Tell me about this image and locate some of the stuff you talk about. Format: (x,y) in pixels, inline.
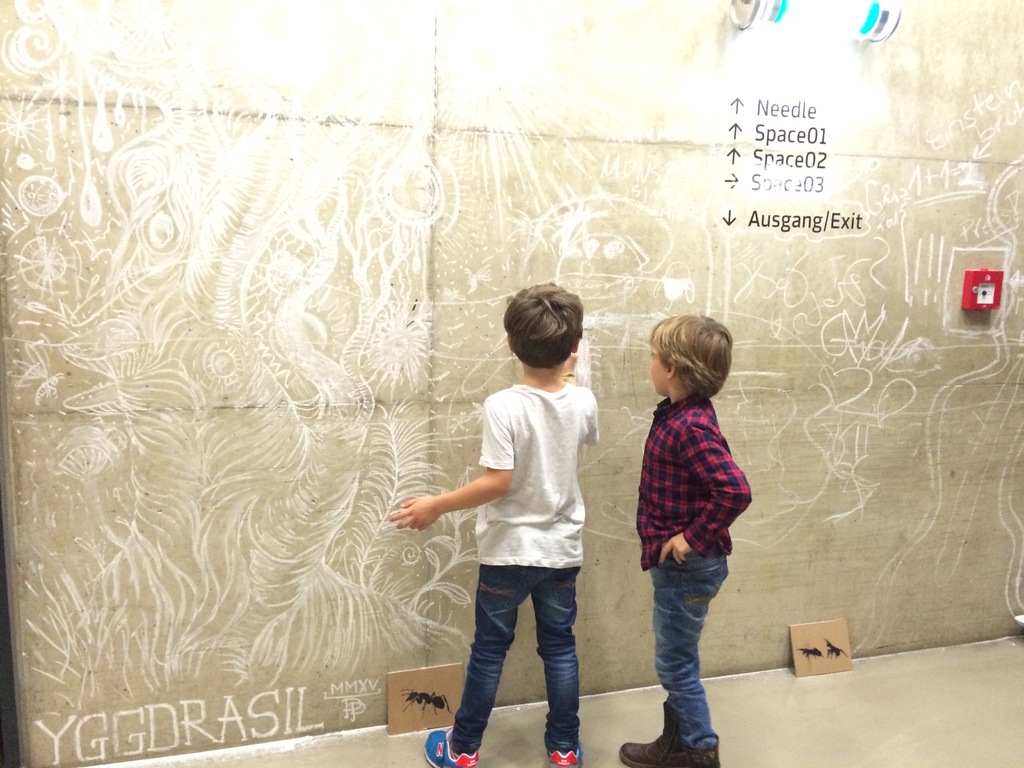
There are two children (560,501). One of them is writing something on the wall (817,375). On which, there are some paintings (913,357) and other objects (891,23).
